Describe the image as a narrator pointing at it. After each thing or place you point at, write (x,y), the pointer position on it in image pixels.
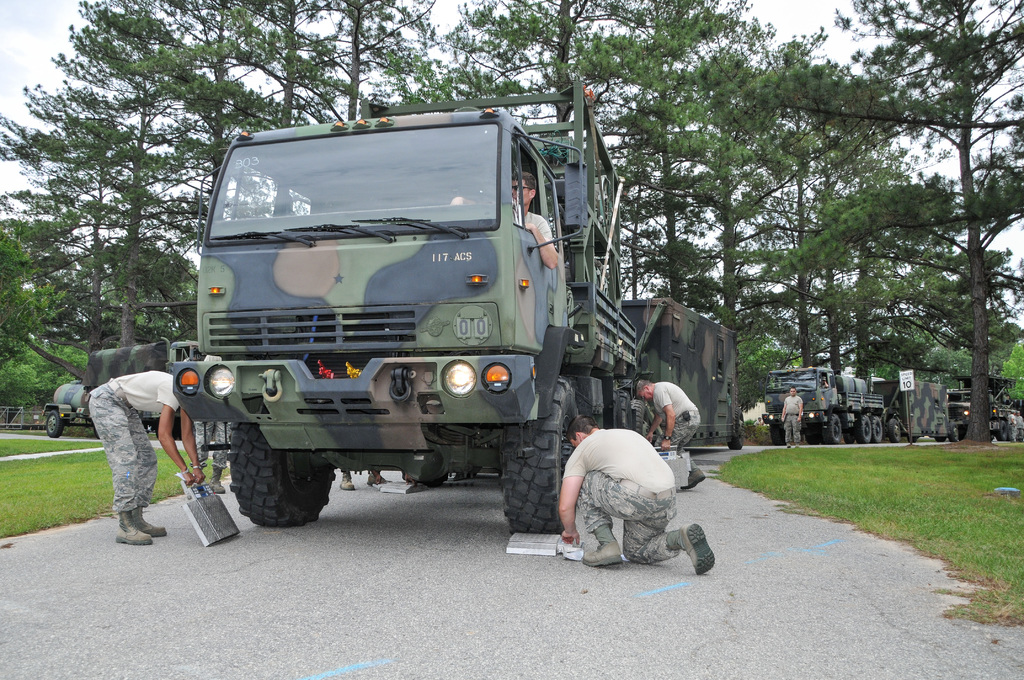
In this image we can see many trucks (549,333) on a road (357,487), there are group of persons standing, there are trees (767,146), there is a grass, there is a sky (860,70).
